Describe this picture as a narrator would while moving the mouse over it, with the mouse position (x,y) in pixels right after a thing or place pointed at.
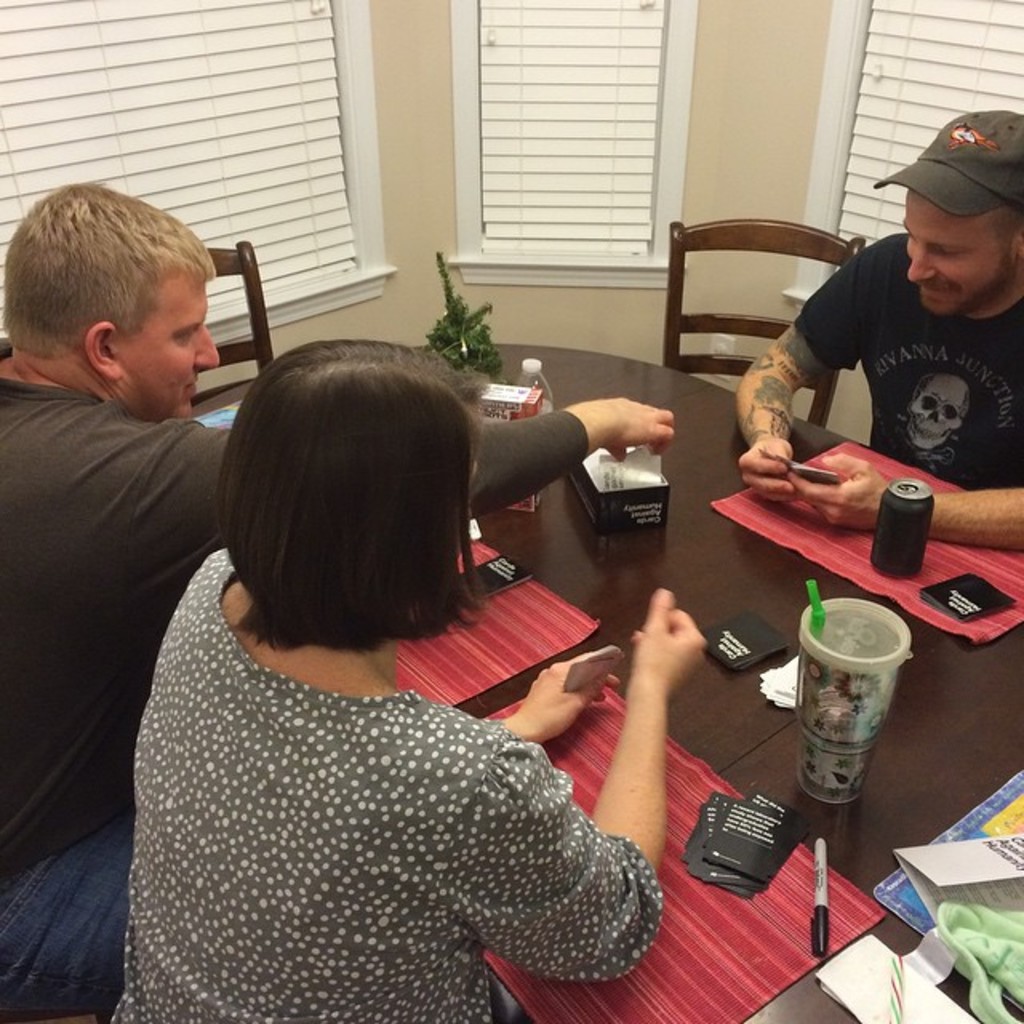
There are three persons (603,425) in this picture sitting on a chair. On the right side (979,309) person (978,215) wearing a hat (970,194) and a black colour shirt (932,382) is holding some cards (795,469) in his hand (854,461) and in front of him there is a tin (909,527) and a bottle (863,695) and a woman (387,765) is holding a card (582,671) in her hand (580,696) and at right side of the woman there is one pen (822,908) on the table (862,890) on the left side of the woman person (107,500) is taking something from this box (622,497). In the background (396,287) there is white colour window (613,126) and a wall (770,96).
